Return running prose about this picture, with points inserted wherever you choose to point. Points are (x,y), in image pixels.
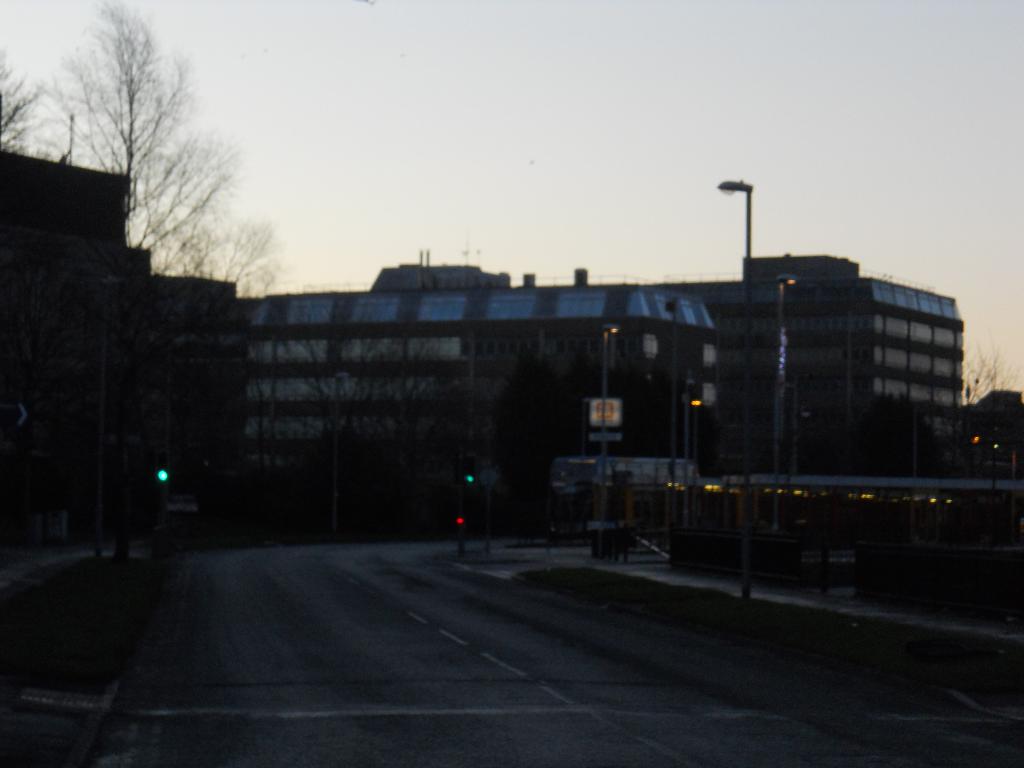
In this image I can see the road (337,668) in the front (377,636) and in the background (816,372) I can see number of poles (459,486), number of lights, few buildings (456,386), the sky (536,253) and number of trees (27,349). I can also see this image is little bit in dark.
